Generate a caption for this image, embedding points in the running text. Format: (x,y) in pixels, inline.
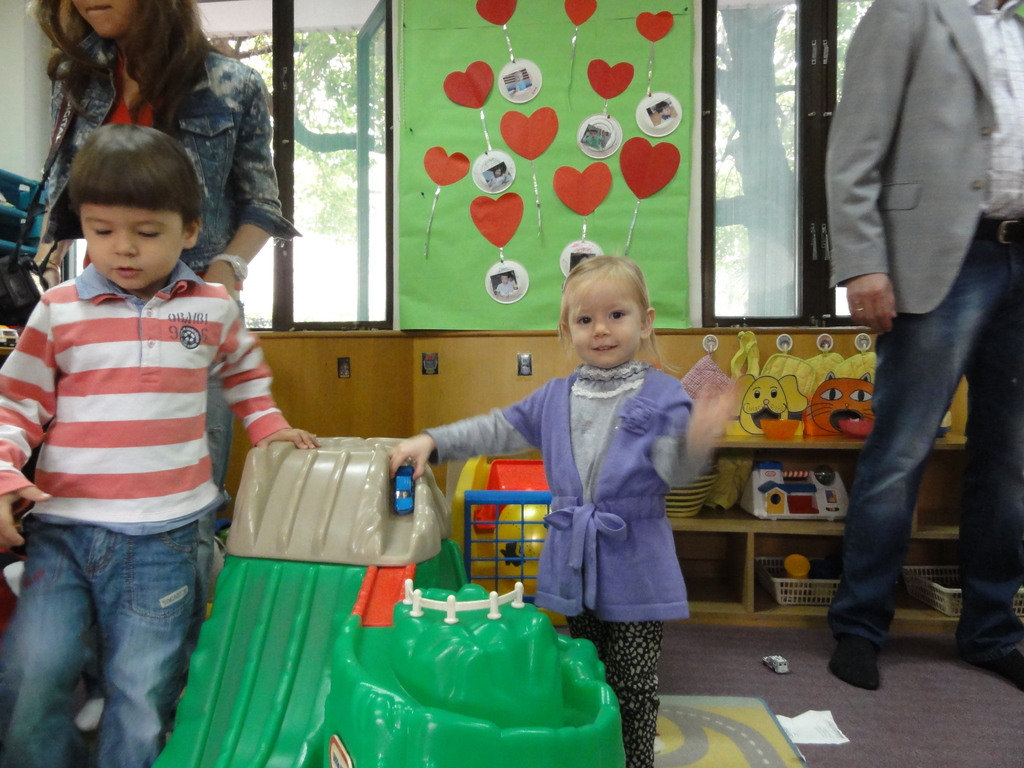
There are children (108,362) playing with toys (454,562). In the back (914,198) there is a man (958,208). Also there is a lady (186,120) holding something. In the background (294,60) there are windows (273,87). There are toys (769,480). On the wall (544,157) there are some decorative items (508,175). Also there are cupboards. Inside the cupboards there are some toys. Through the windows (725,192) we can see trees (752,161).
